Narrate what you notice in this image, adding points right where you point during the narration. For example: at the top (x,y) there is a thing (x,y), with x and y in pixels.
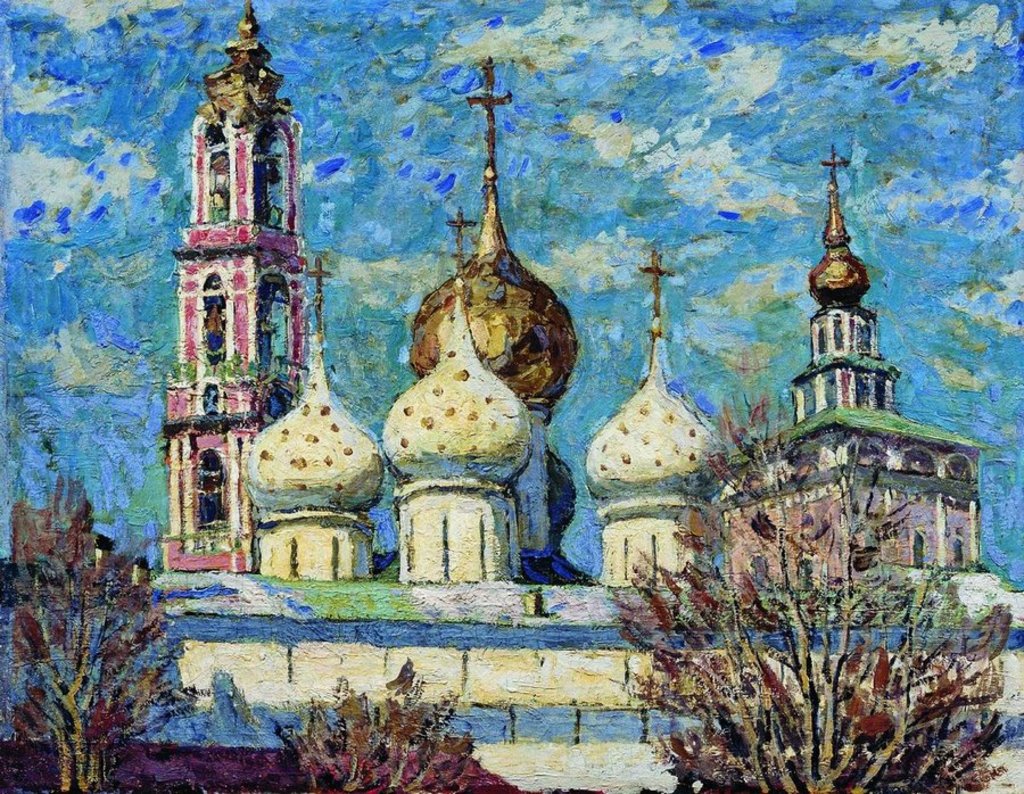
In this image we can see painting (371,354) of a church (187,311) and trees (447,758).
